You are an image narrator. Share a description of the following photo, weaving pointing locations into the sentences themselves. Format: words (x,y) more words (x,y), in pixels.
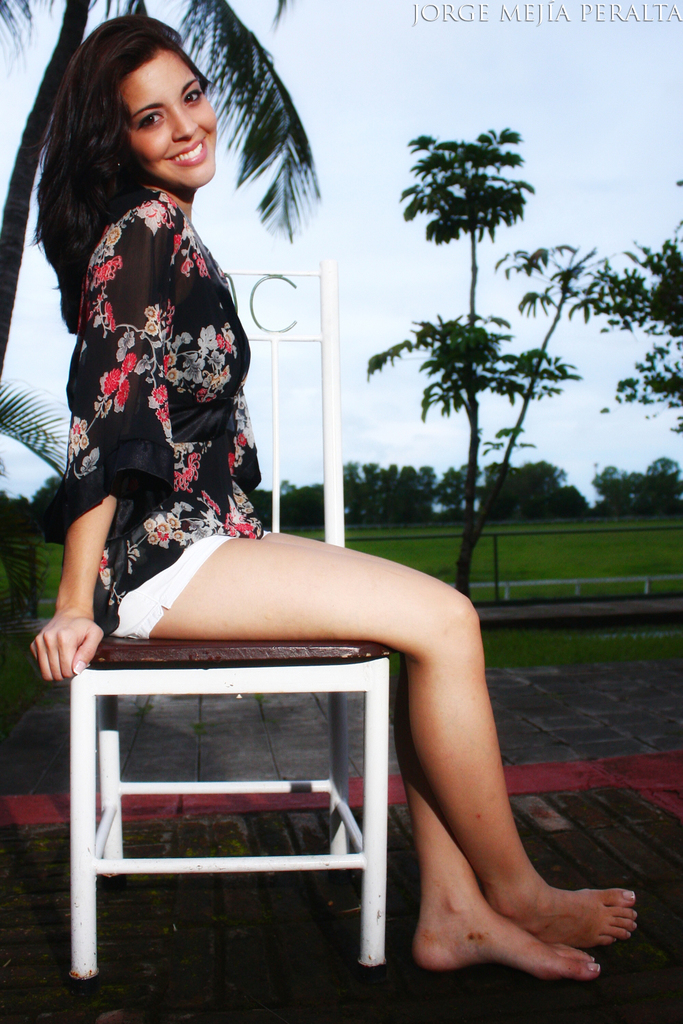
In this picture we can see a woman (134,56) sitting on the chair (259,681). She is smiling. On the background (467,468) we can see some trees (627,497). This is grass (594,551) and there is a sky (388,65).
